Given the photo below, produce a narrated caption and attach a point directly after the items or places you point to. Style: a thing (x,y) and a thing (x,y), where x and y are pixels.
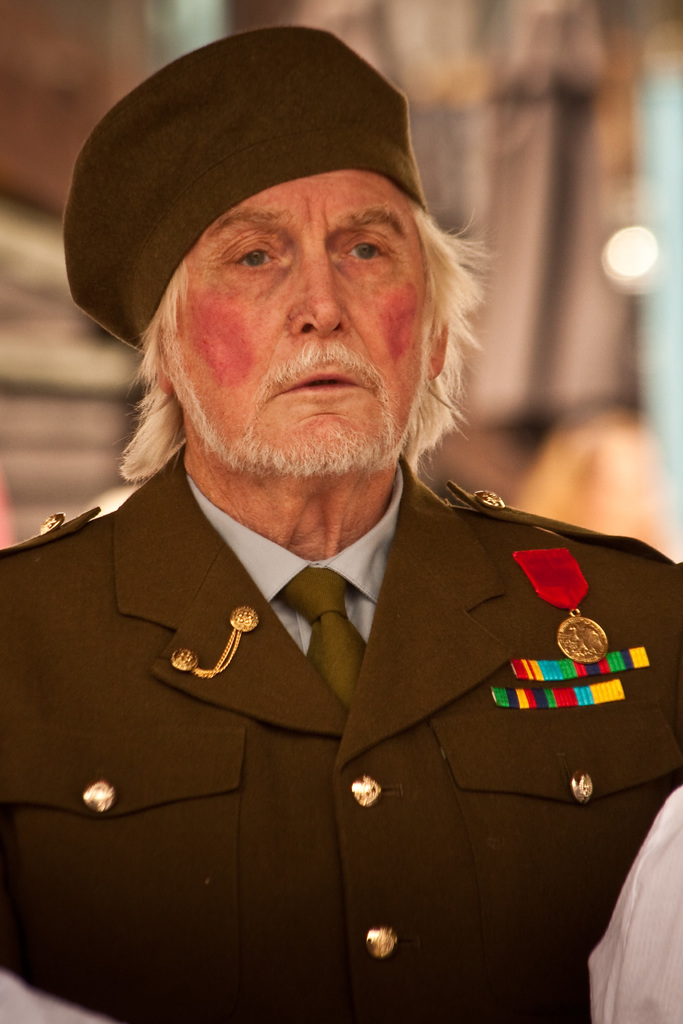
In this image there is one person (357,687) wearing a blazer (285,694) and a cap (233,132) as we can see in the middle of this image (336,546).
